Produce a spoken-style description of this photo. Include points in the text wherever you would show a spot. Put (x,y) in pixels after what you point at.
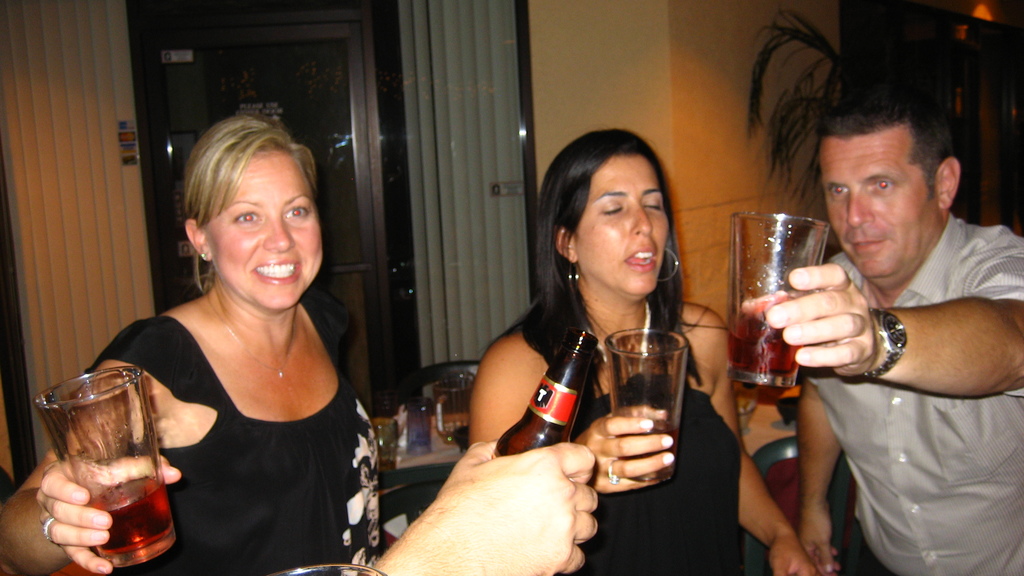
There are group of people (242,342) standing and holding glasses (744,254) with drinks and there is man (507,506) holding a bottle (538,388) with alcohol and behind them there is a plant (813,97) and there back there are curtains (501,82) hanging on the window (478,205) and a door (378,102) to access.
